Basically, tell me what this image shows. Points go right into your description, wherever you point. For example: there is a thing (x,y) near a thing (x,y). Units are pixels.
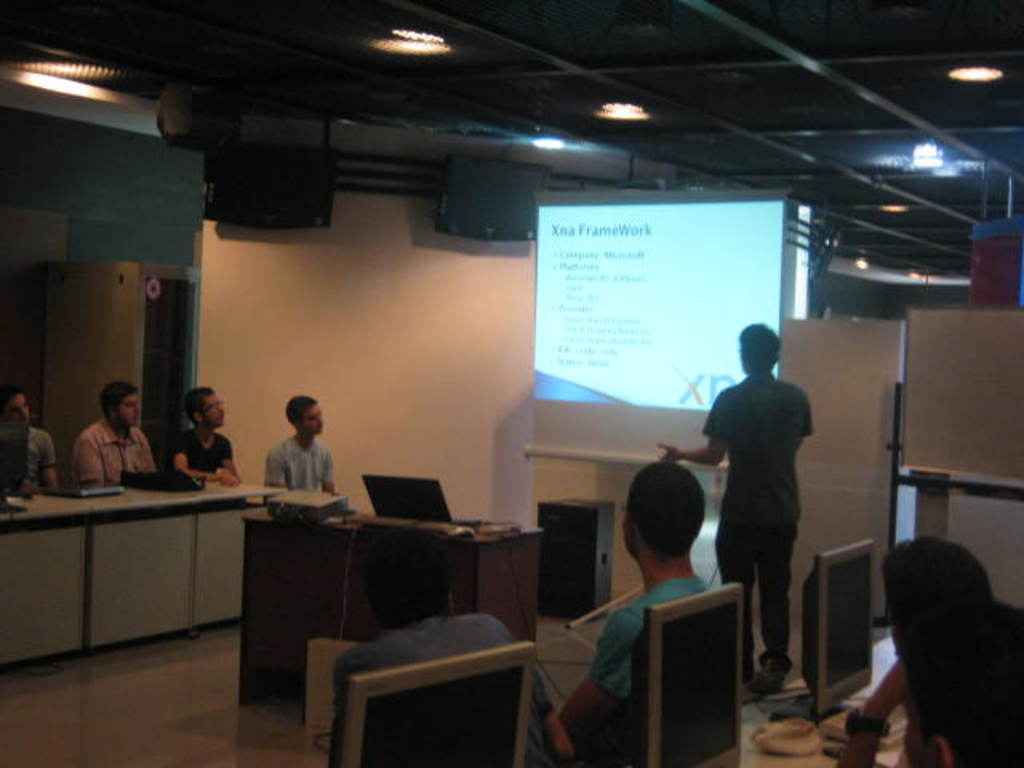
In this image we can see the screen (596,353). And we can see some people (299,460) sitting and one is standing. And we can see the duct (423,177), lights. And we can see some electrical gadgets (287,502) on the table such as laptops (404,508). And we can see the monitors (811,664).
